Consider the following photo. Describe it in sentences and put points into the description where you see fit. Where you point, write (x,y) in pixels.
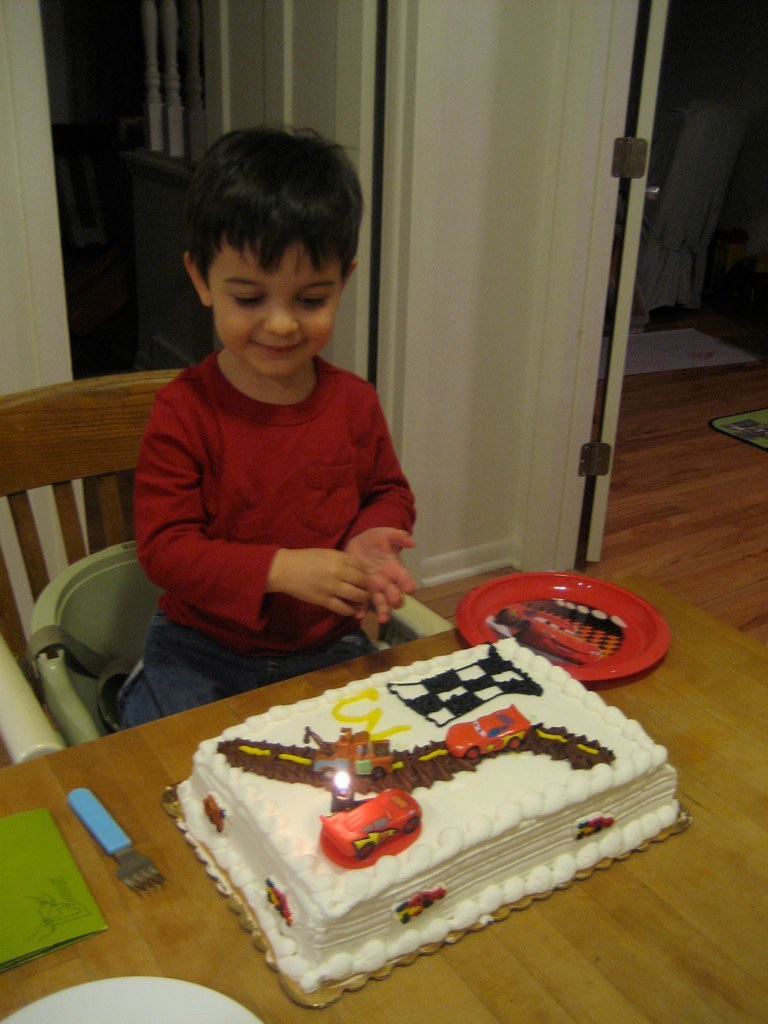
In this image, we can see a kid (336,438) wearing clothes (283,482) and sitting on a chair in front of the table (148,749). This table (180,920) contains a plate (613,602), cake (459,780) and some objects (36,920). There is a door (293,35) in the middle of the image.
